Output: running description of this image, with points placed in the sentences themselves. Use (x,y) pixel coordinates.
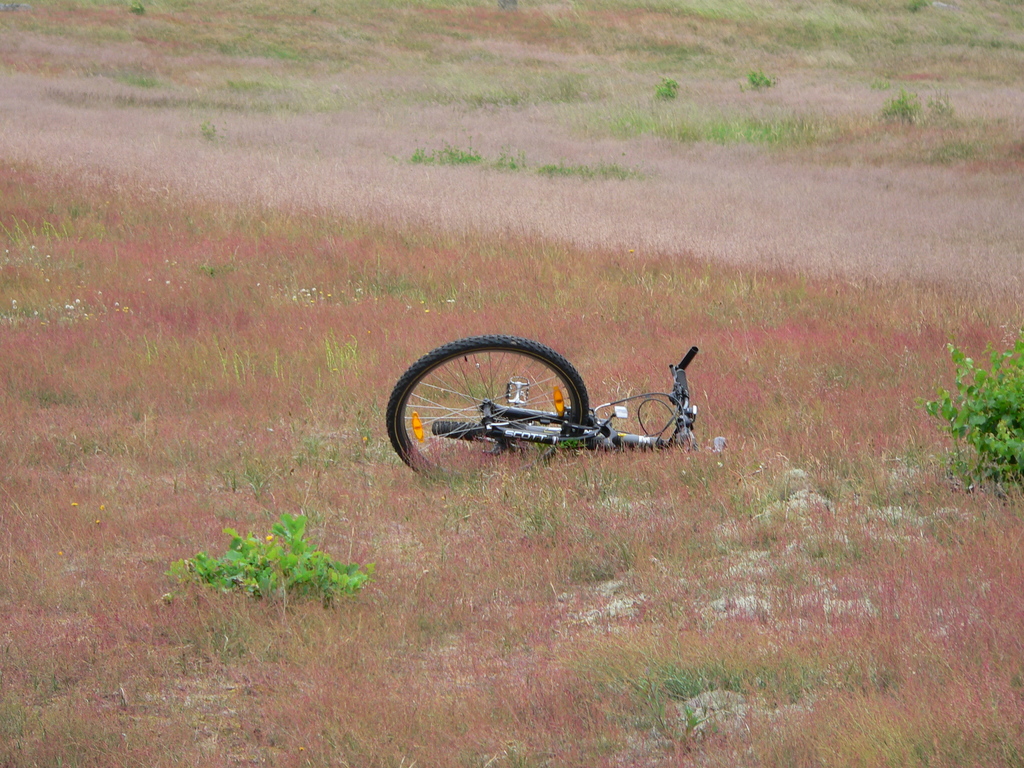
In this image, this looks like a bicycle (566,413), which is lying on the ground (555,469). This is the grass (402,501). I can see the small plants (970,424).
